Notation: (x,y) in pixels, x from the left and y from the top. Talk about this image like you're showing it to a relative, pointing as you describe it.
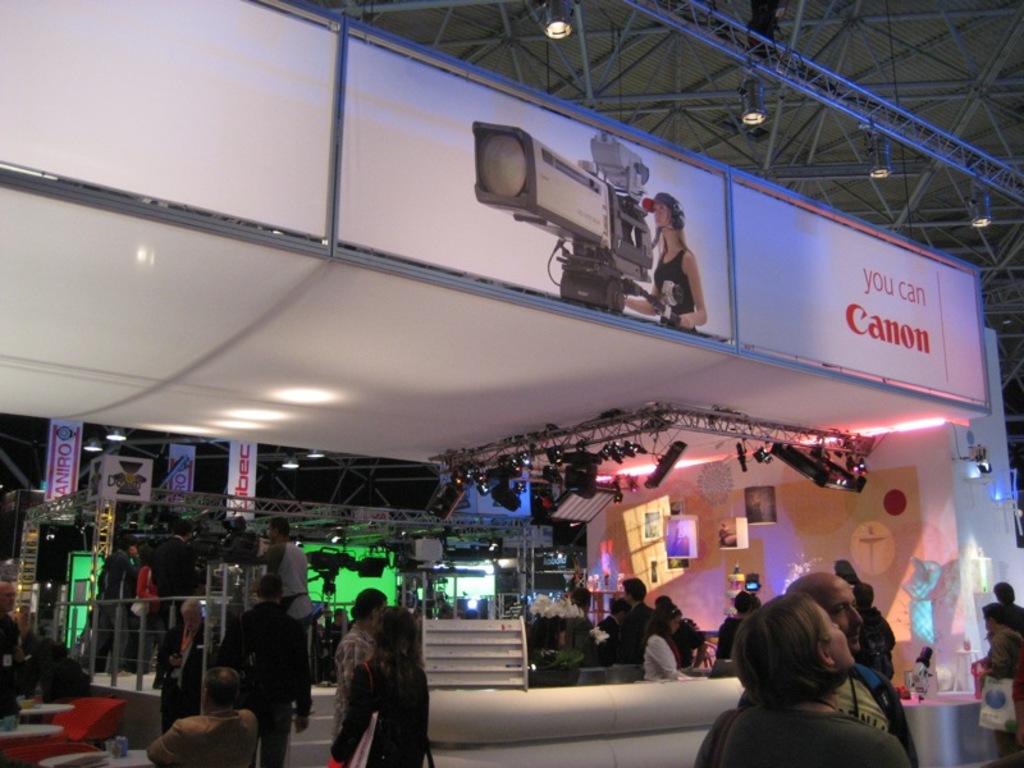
In this image we can see group of persons (768,632) standing some are sitting and at the background of the image (489,477) we can see some cameras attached to the stands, lights (437,502) and at the top of the image (601,173) there is board (522,232) and roof (646,69).
